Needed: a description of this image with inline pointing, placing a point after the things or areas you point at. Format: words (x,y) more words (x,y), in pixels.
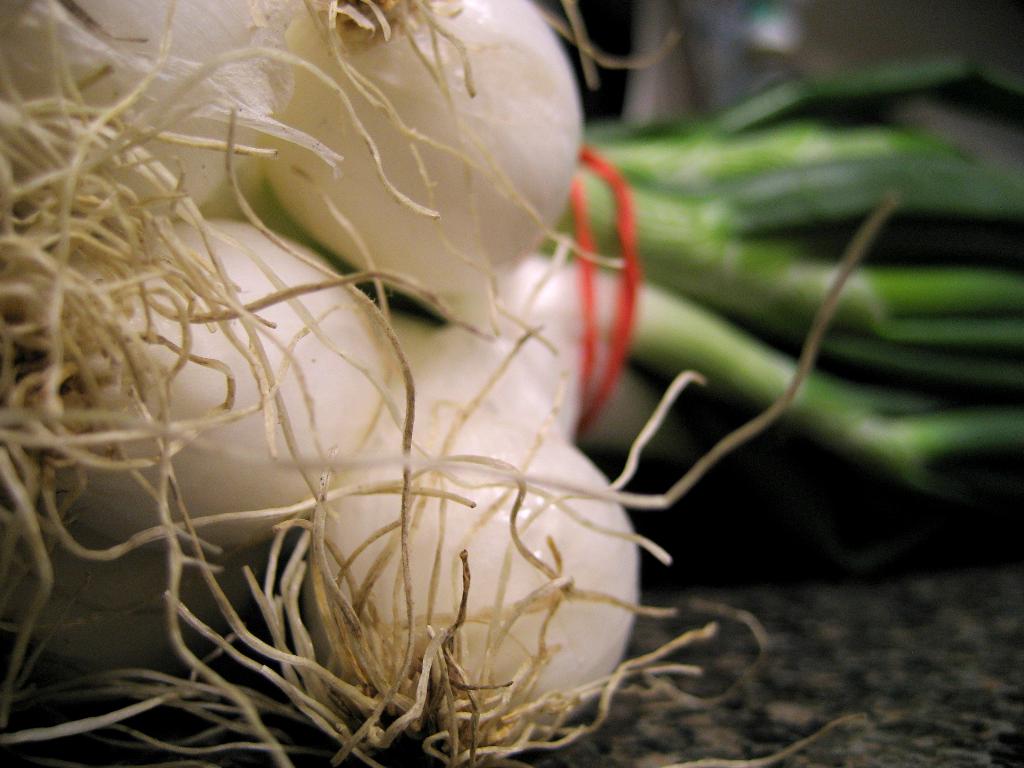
We can see onions (692,222) on the platform (762,663). In the background (648,45) it is blur.
